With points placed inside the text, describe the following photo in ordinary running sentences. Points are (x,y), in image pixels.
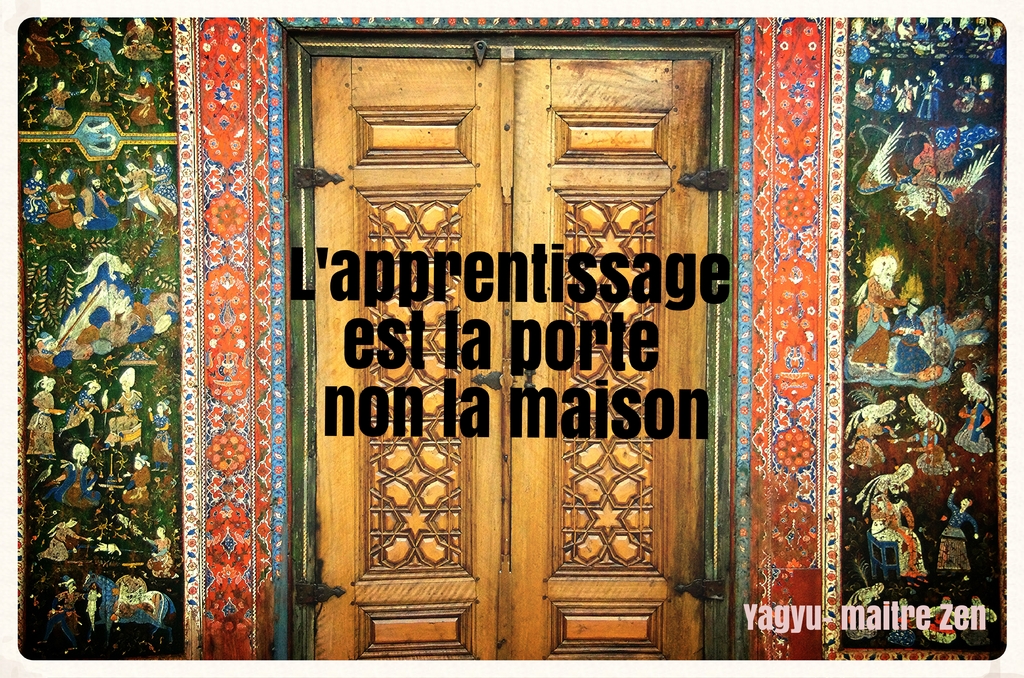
In the image there is a poster (247,116). On the poster (170,69) there are walls (883,235) with painting (66,158) and also there is a door (598,81). In the middle of the image (563,366) there is something written on it.
